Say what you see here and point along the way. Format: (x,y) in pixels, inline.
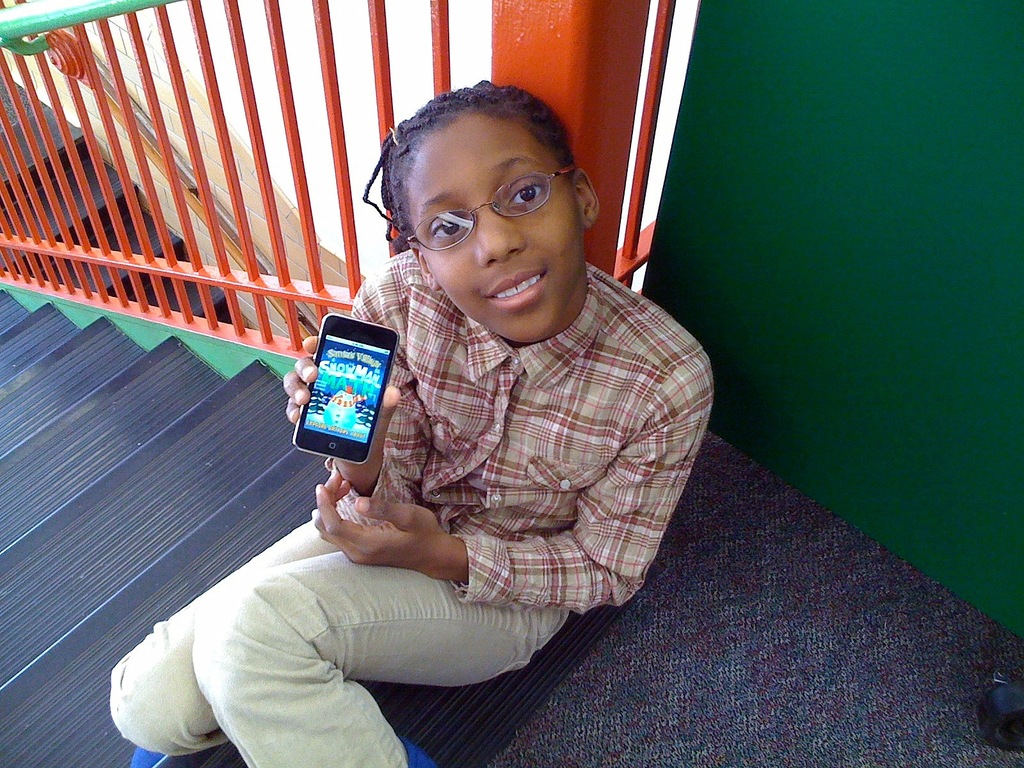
In this picture i could see a girl (479,459) sitting on the steps (304,505) holding a mobile phone (325,367) in the background (188,127) i could see a railing (282,99) which is orange in color.
